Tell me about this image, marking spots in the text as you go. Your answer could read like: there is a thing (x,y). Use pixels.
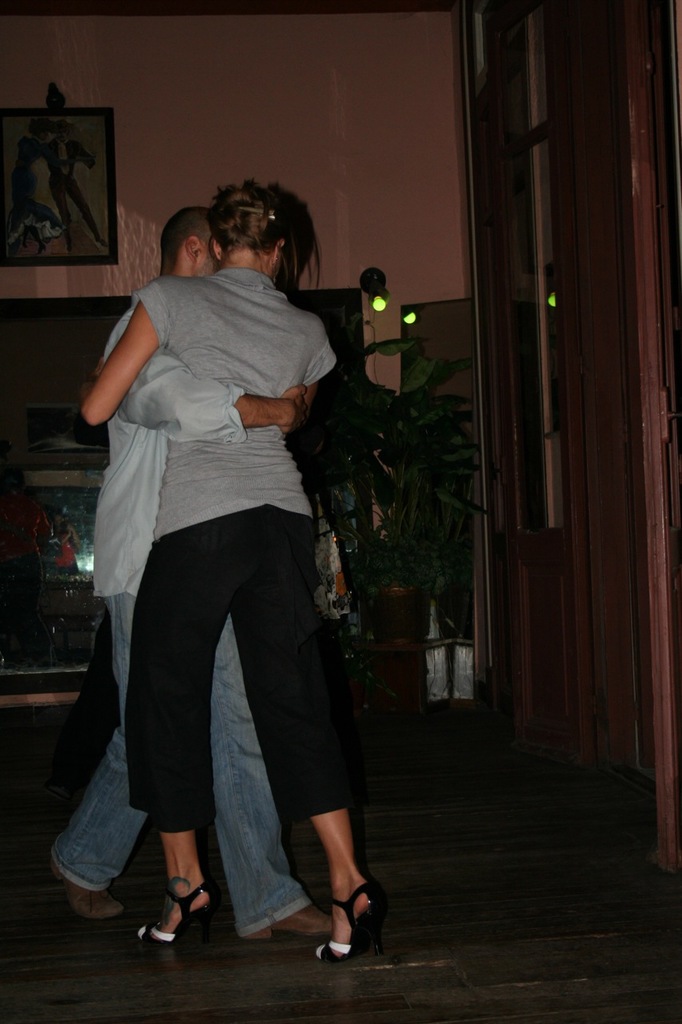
This image is taken indoors. At the bottom of the image (345,990) there is a floor (554,789). In the background (396,145) there is a wall (168,164) with a picture frame (48,121) and a door (615,409). In the background (450,537) there is a mirror (70,464) and a plant (408,483) in the pot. In the middle of the image (319,345) a man (168,416) and a woman (248,559) are dancing on the floor (209,868).
